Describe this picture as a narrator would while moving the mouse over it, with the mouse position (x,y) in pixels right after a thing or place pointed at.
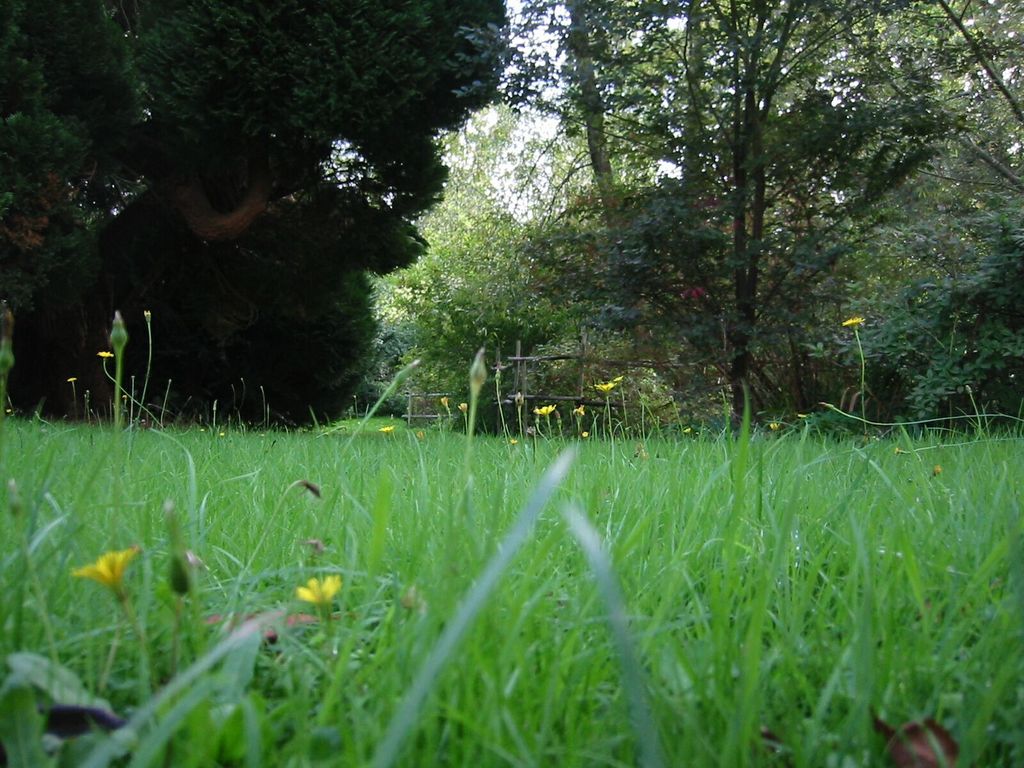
In this image at the bottom (425,665) we can see grass (381,516) and flowers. In the background (437,189) we can see trees (456,214) and sky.
